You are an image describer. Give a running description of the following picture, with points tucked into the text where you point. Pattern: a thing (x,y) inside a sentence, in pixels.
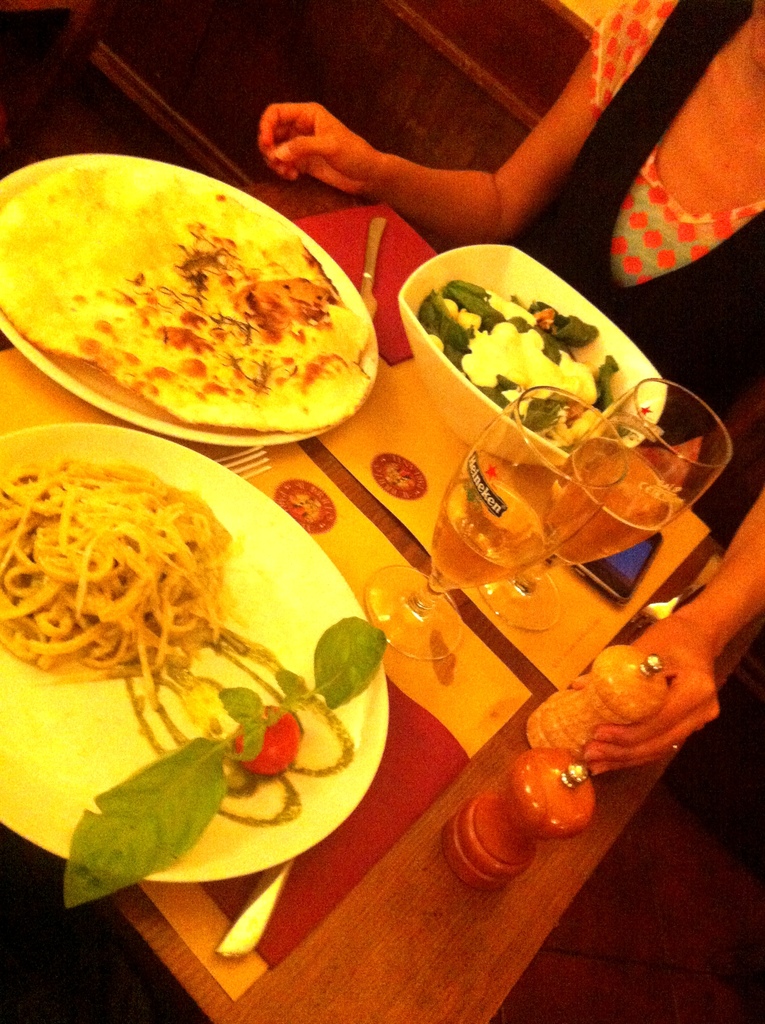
In the picture I can see table (467,945), plates (144,761), food items (193,547), glasses (489,467), spoon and a person (642,233).
